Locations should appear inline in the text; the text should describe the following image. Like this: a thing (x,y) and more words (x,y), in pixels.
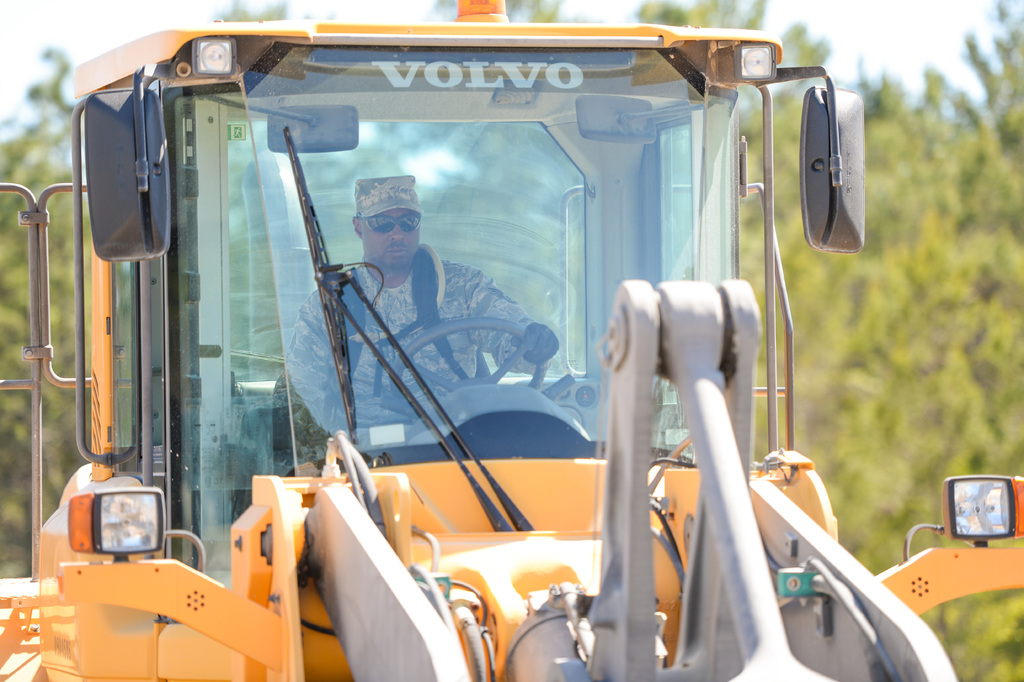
In this picture we can see a man (375,231) wore goggles (386,225), cap (406,203) and gloves (533,334) to his hand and holding steering (475,378) in his hand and driving the excavator (244,151) and at the background (435,6) we can see sky (916,33), trees (905,341).
